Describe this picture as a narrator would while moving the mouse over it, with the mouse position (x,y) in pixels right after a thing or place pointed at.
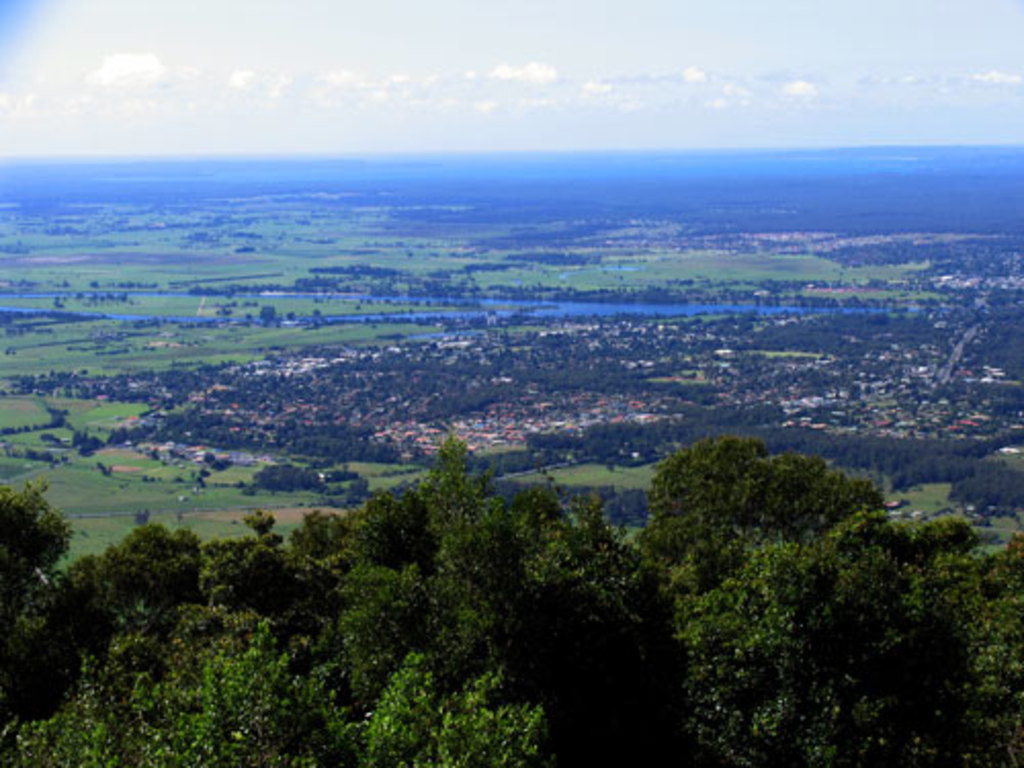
In this picture, we can see some buildings (238,462), a few trees (149,433), small plants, ground (146,461), river (845,314) and the sky (394,68) with clouds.
